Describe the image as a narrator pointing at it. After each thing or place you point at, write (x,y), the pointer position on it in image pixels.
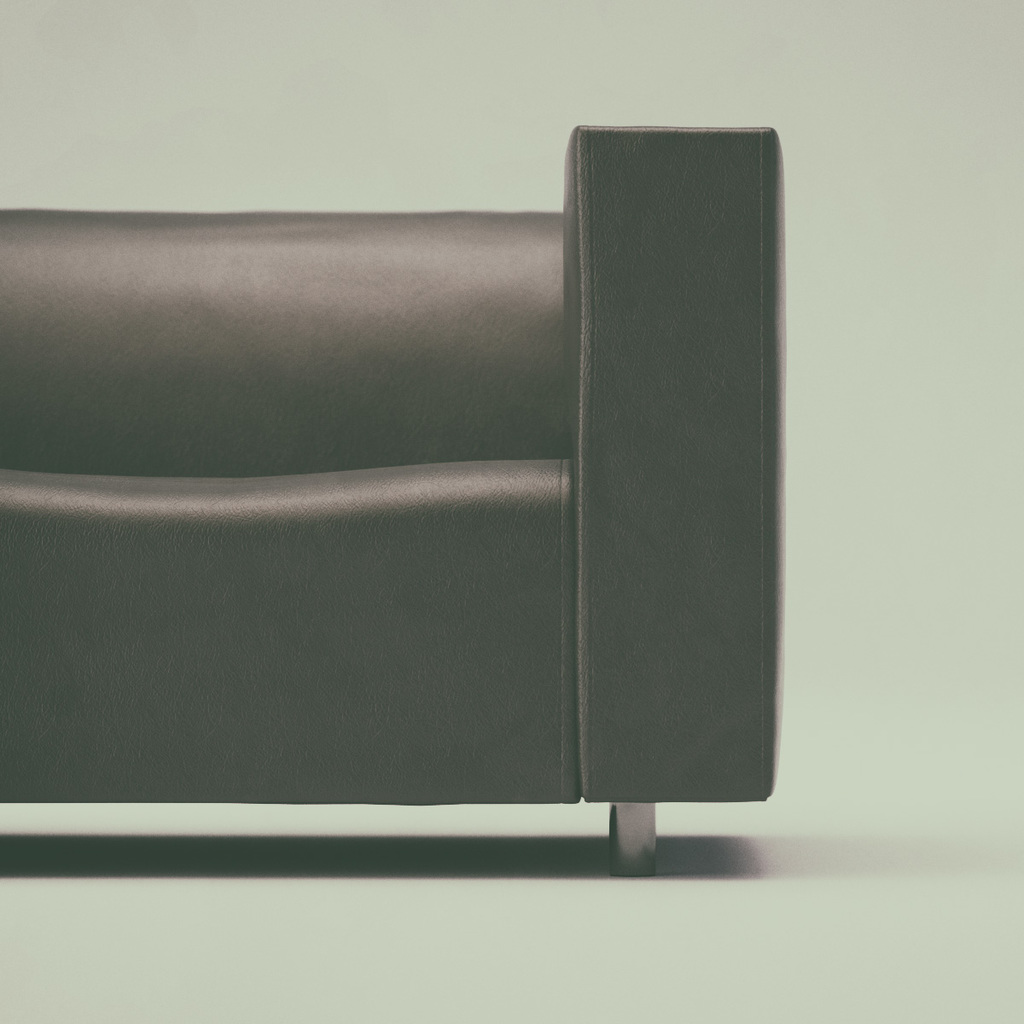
There is a black colour sofa (615,822) on the floor (498,836).
